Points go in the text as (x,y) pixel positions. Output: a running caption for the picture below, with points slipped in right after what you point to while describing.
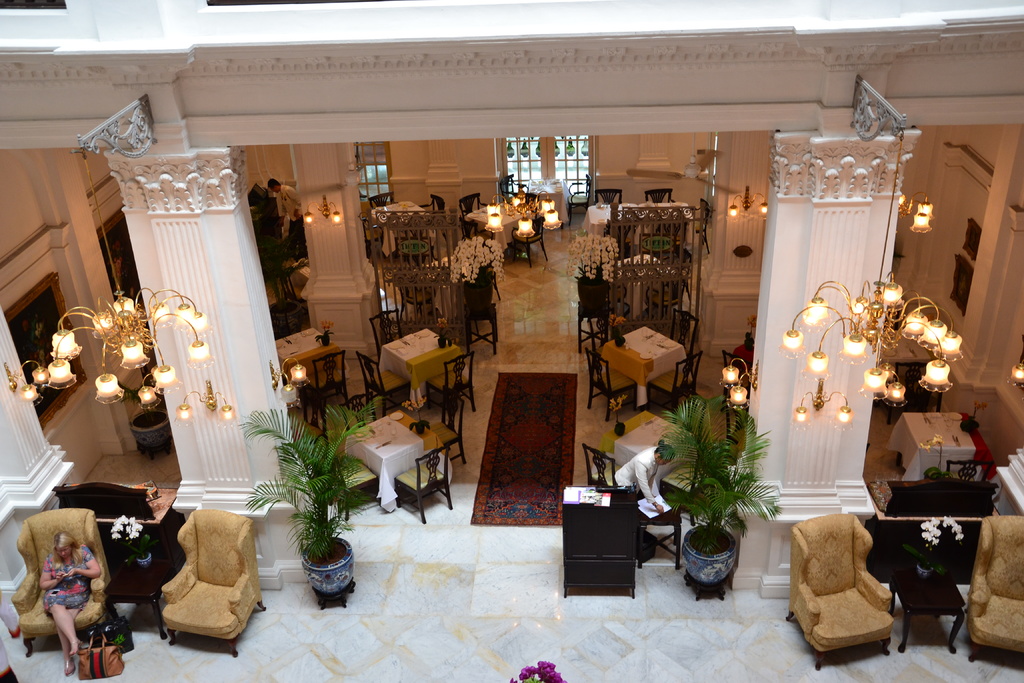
This person (71,609) sitting on the chair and this person (656,469) standing. We can see chairs (819,658), tables (915,431), plants (310,461) on the floor (381,588), on the table (630,368) there are objects (414,428). On the top (320,207) we can see lights (11,376) and on the background (445,177) we can see wall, person (297,206), pillars (859,199), lights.
